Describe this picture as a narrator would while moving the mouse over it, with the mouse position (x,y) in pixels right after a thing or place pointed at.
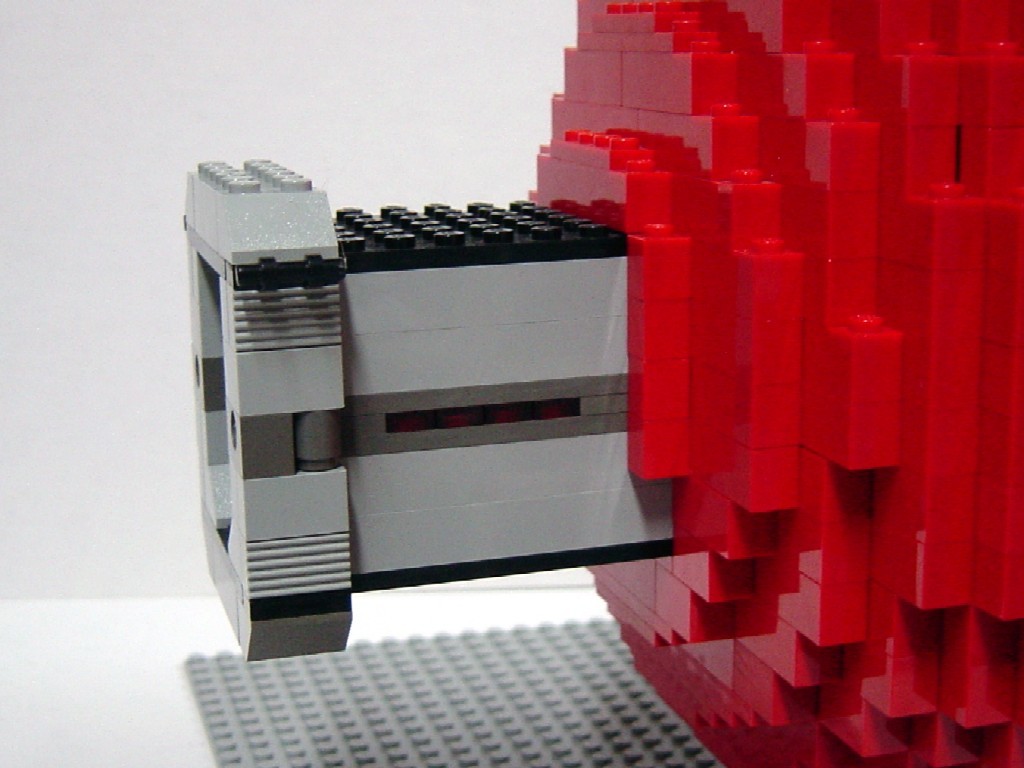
It is a zoomed in picture of construction set toy (483,471). We can also see the wall (55,422) and floor (128,703).
